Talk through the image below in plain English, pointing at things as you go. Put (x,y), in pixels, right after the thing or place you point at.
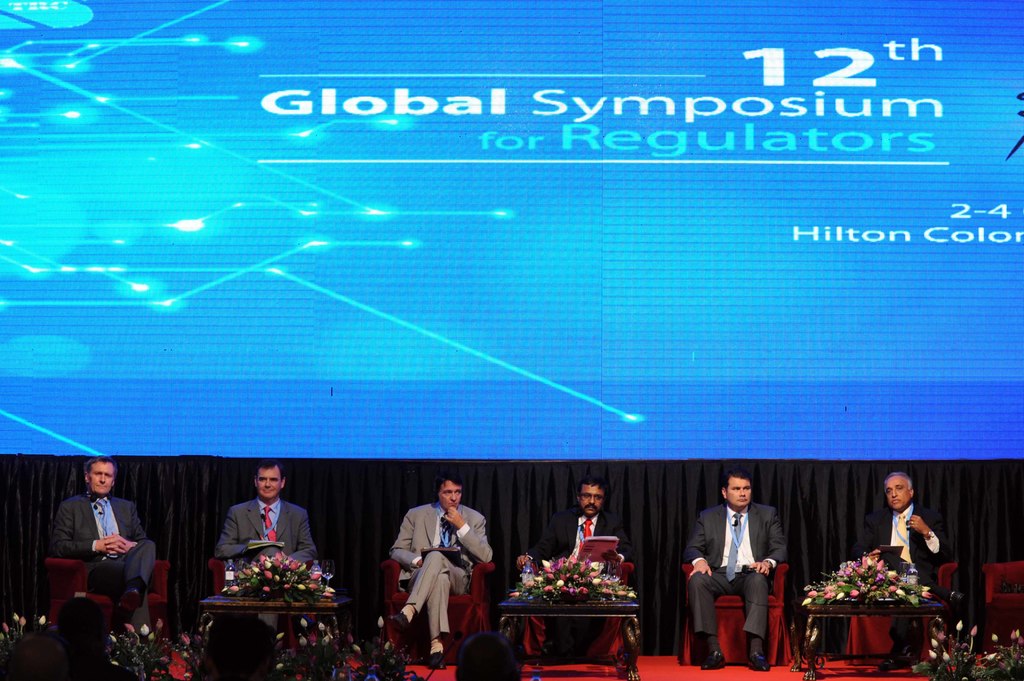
In the picture it is a press meet some people (131,577) are sitting on the chairs (462,593) on stage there are flower bouquets (561,577) in front of them, in the background (343,134) there is a huge presentation screen (7,82) and it is displaying "Global symposium for regulators" on the screen (593,147).
